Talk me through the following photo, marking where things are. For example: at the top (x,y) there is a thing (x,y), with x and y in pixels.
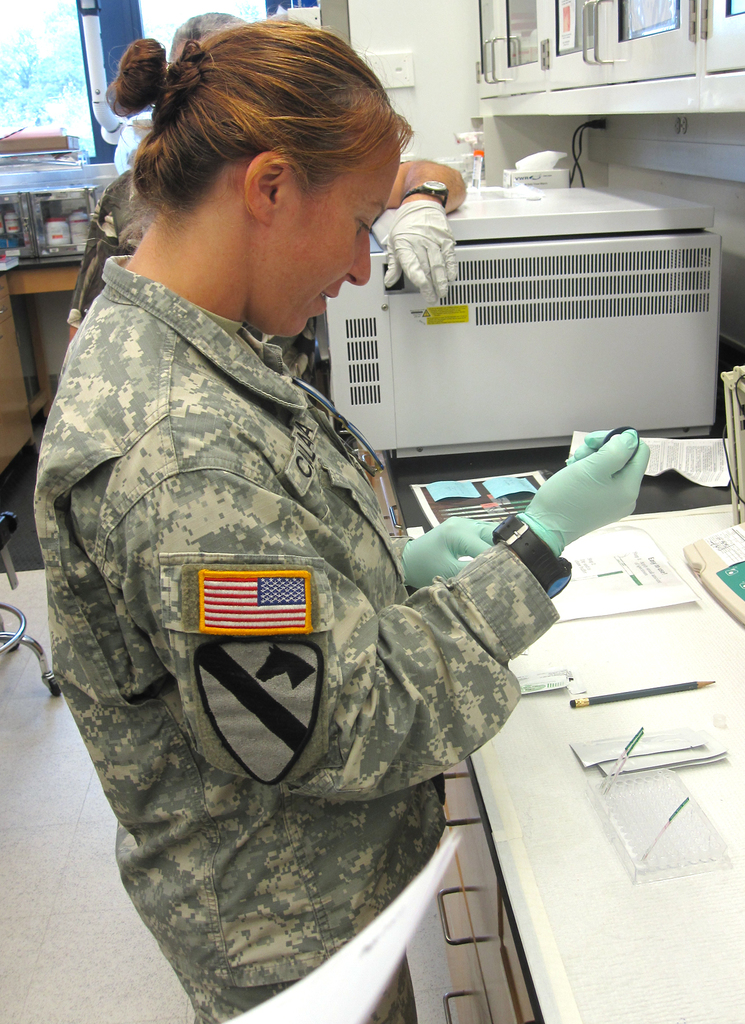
In this picture we can see two people (195,624) are standing on the floor (92,778), pencil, papers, machine (575,388), cupboards (545,3), cables (574,143) and some objects (10,147).
